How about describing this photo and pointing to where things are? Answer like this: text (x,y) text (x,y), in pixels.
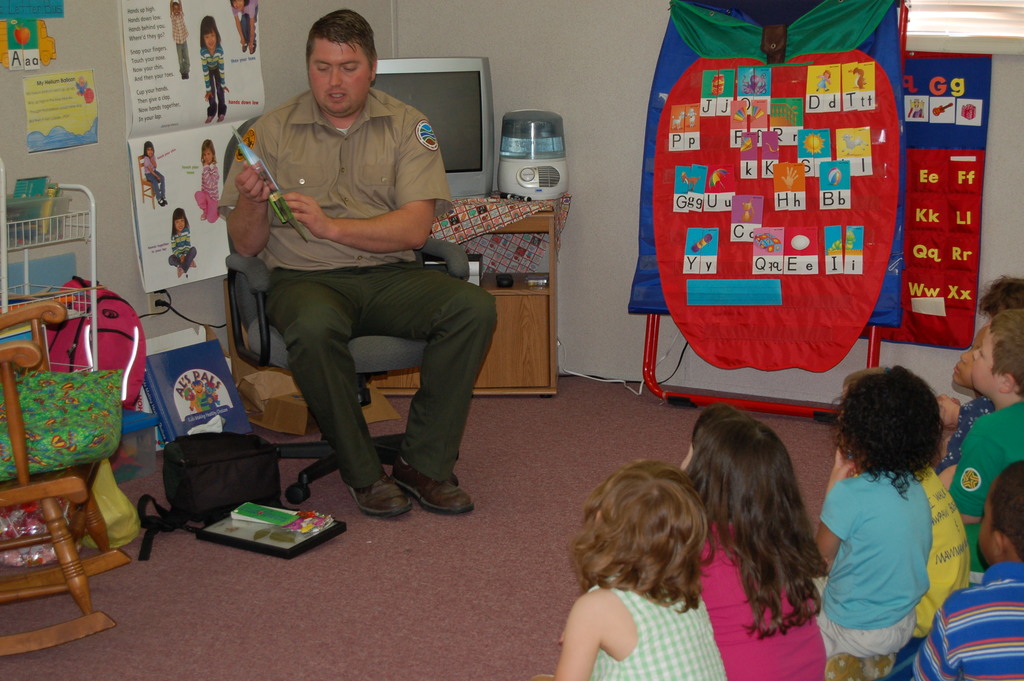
This picture shows a man (283,246) seated on the chair (386,353) and we see few kids (800,531) seated on the floor (376,652) and we see posters (188,221) on the wall (125,178) and another chair (14,429) on the side with few bags (205,444) on the floor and we see a television (462,145) on the table (541,213) and we see a board (845,200) with some alphabets (828,105).
